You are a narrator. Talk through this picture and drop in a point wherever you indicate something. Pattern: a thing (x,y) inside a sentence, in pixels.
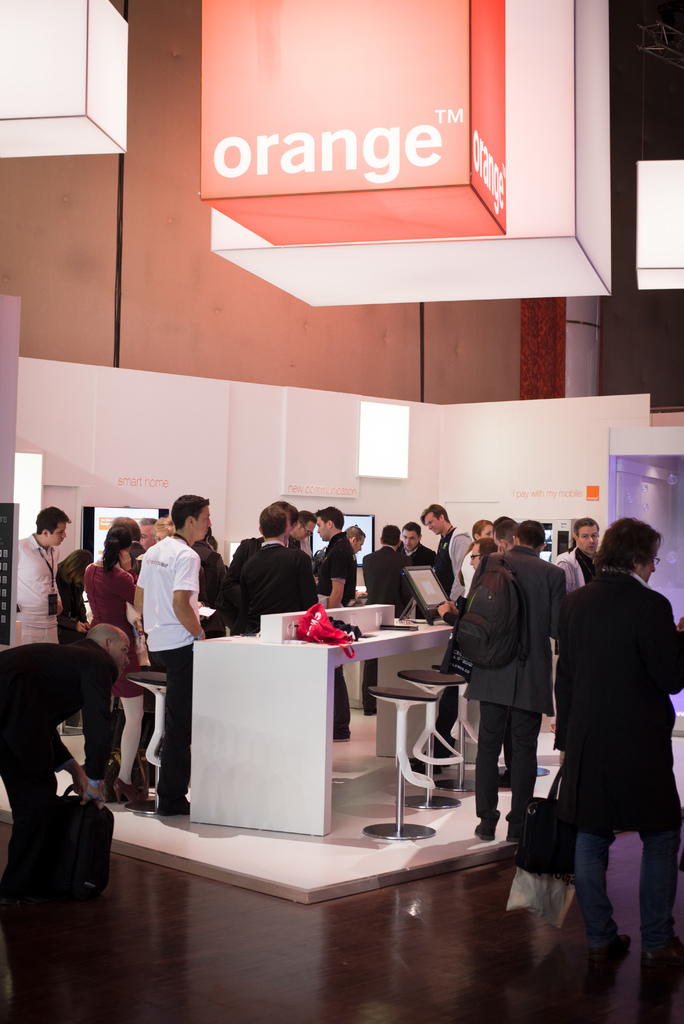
In the foreground (280,919) it floor (138,908). In the center of the picture (443,518) there are people (268,531), desktop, table (402,667), chairs (426,693) and a white wall (177,449). At the top (239,27) there are boxes like objects (342,108) with light (547,165) in it. In the background (167,297) it is wall (495,337). On the right (658,492) there is a banner (669,510). On the left (9,363) it is banner (4,534).
